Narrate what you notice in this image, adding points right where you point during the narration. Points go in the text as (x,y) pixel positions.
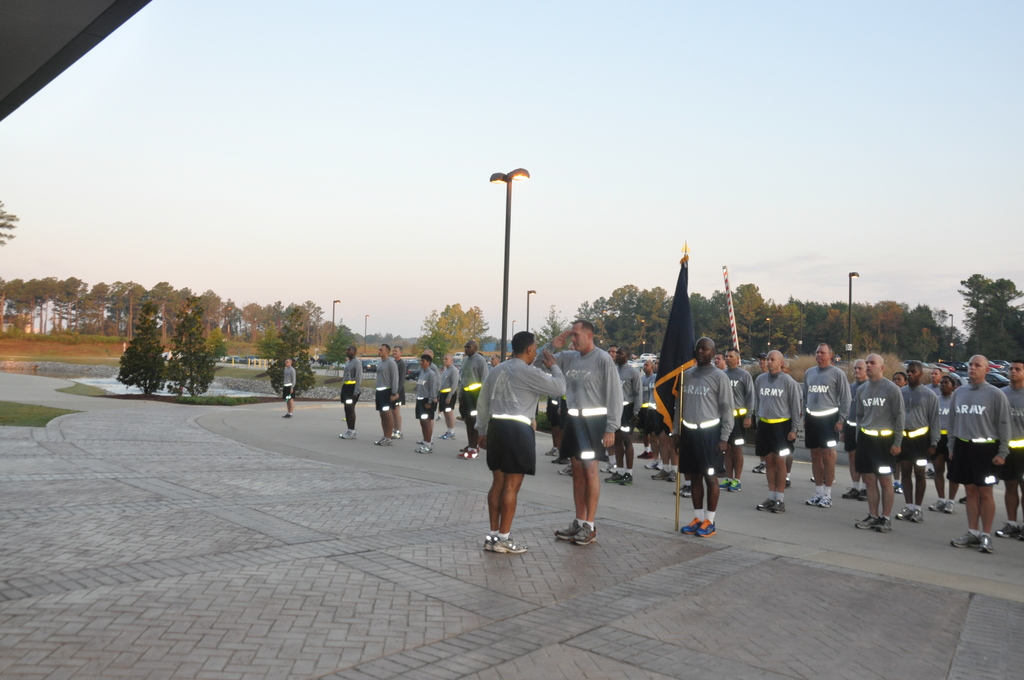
There are many people (512,430) standing. One person (728,416) is holding a flag (666,350) with pole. Also there are poles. In the background (219,328) there are trees (766,314) and sky (629,131).
